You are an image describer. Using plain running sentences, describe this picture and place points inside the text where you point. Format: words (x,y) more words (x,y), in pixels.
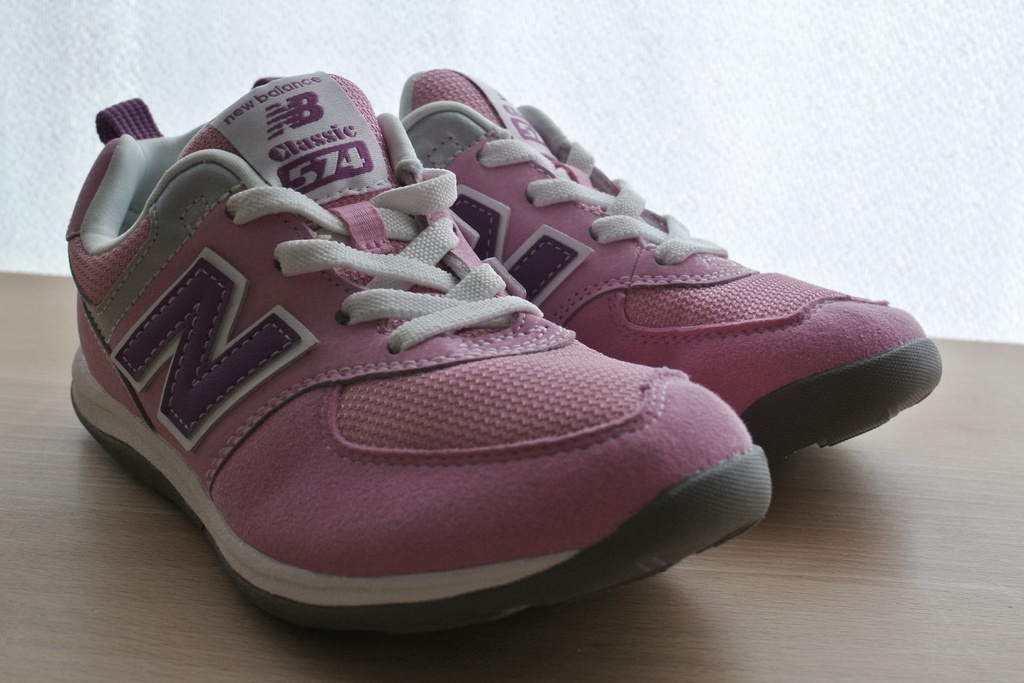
There is a pair of shoes (424,295) on the table (851,574), this is wall (763,80).
